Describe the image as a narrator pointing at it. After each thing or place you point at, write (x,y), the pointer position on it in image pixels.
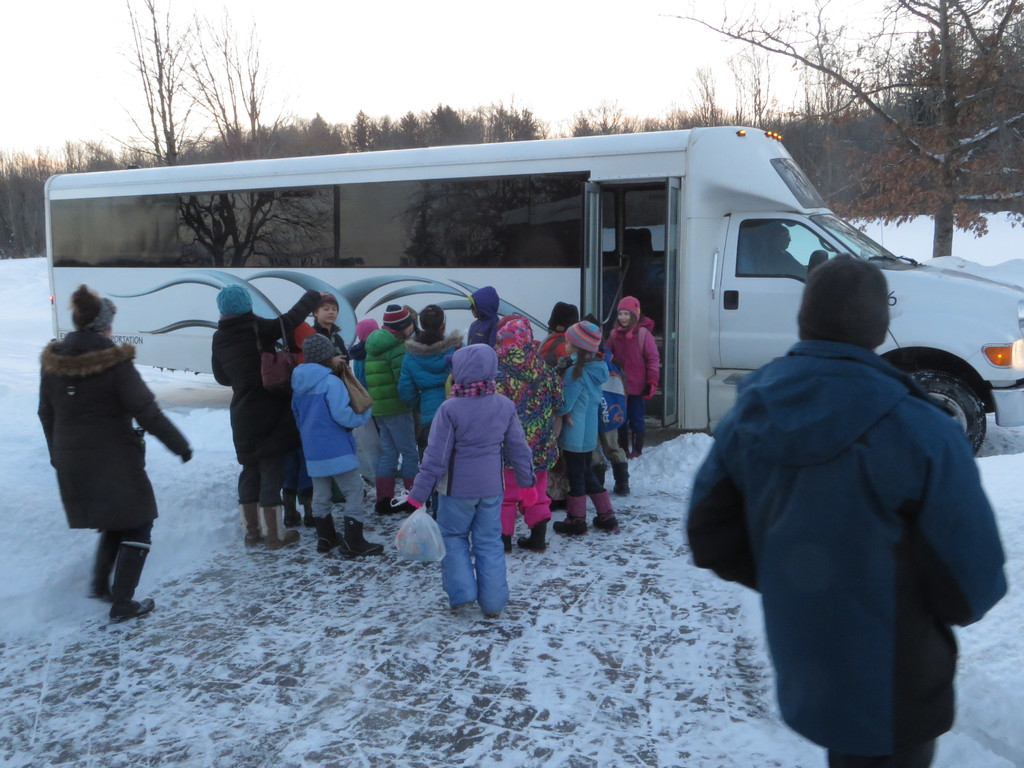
In this image I can see a bus (124,173) stopping in the snow (42,320). I can see a group of people (580,485) standing in front of the bus doors (600,259). I can see trees (27,202) behind the bus (713,222) at the top of the image (431,7) I can see the sky (376,28). At the bottom of the image (341,675) I can see the road (239,641) and the ground (214,504) covered with the snow (699,619). In the right bottom corner (983,619) I can see a person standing facing towards the back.
